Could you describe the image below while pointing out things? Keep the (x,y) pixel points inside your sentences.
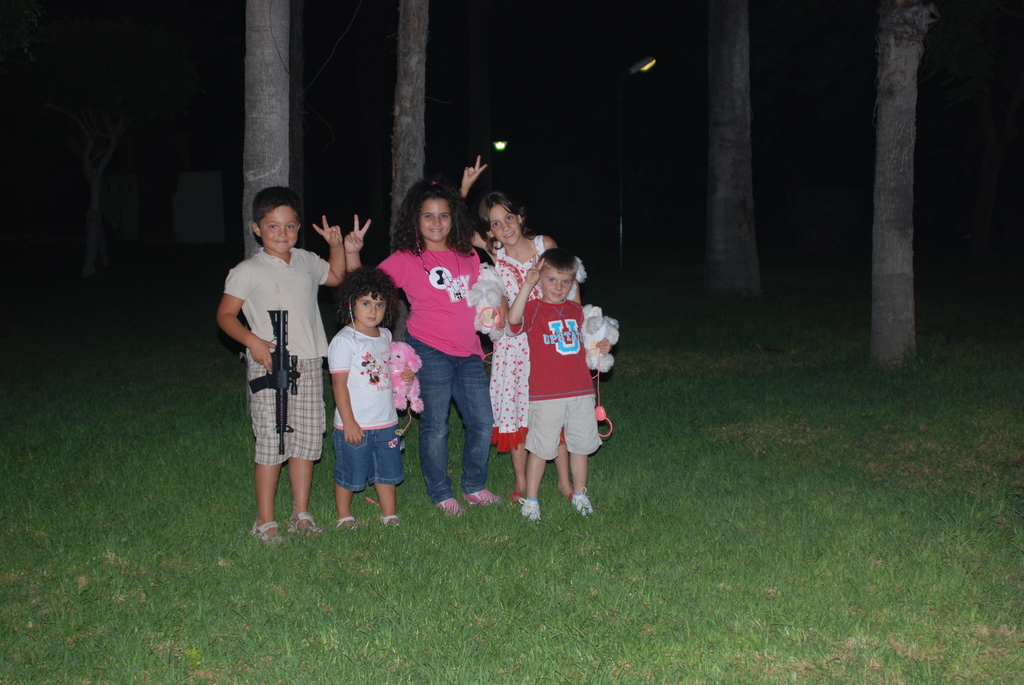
In this image I can see children (446,469) are holding toys (597,327). Land (511,558) is covered with grass (593,553). In the background of the image (639,85) it is dark. We can see light poles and trees (108,53).
